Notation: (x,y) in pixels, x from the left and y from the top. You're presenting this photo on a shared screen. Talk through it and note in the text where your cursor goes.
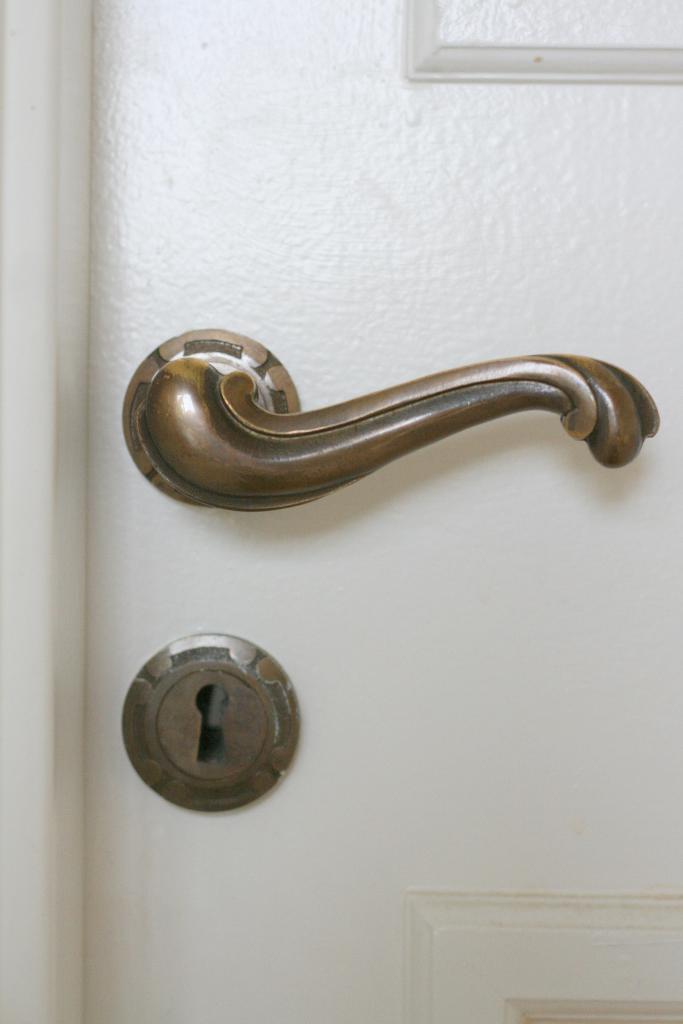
This image consists of a door (321,117). In the front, we can see a handle (211,357) along with a lock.
